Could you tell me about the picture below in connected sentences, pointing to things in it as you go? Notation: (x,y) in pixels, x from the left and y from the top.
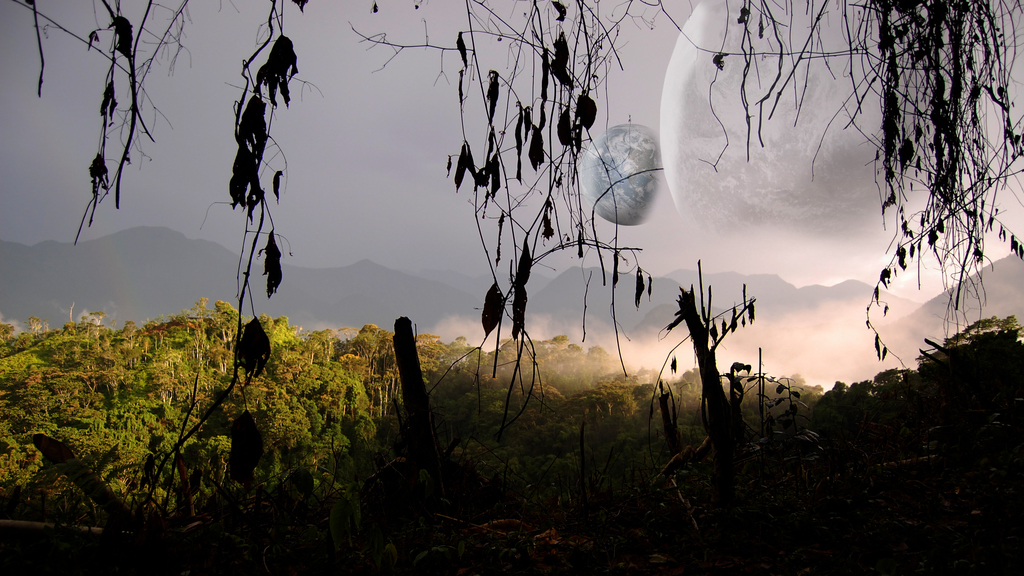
In this image at the bottom (326,444) we can see trees (491,433) and in the background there are trees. At the top (350,129) we can see sky (356,140), moon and earth (631,164).
